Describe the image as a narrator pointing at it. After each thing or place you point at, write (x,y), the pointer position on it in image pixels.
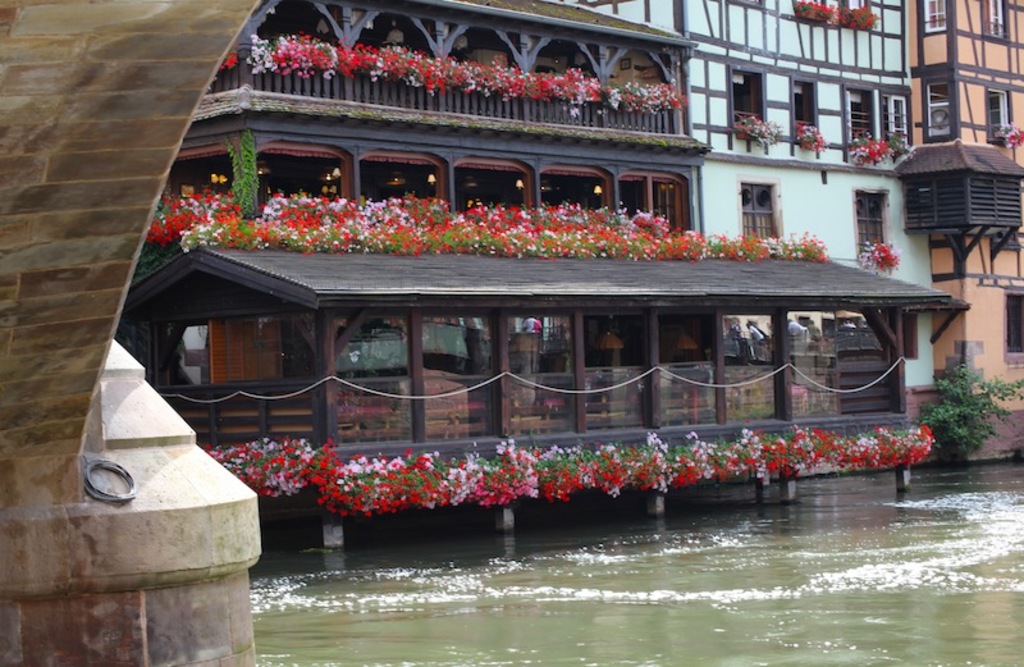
In the picture we can see some buildings (866,94) and a wooden building (891,414) on the water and the wooden building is decorated with different kinds of flowers (914,450) and beside it we can see a part of tunnel construction (119,370) in the water (935,472) and in the middle of the buildings (997,351) we can see a plant (942,431).
